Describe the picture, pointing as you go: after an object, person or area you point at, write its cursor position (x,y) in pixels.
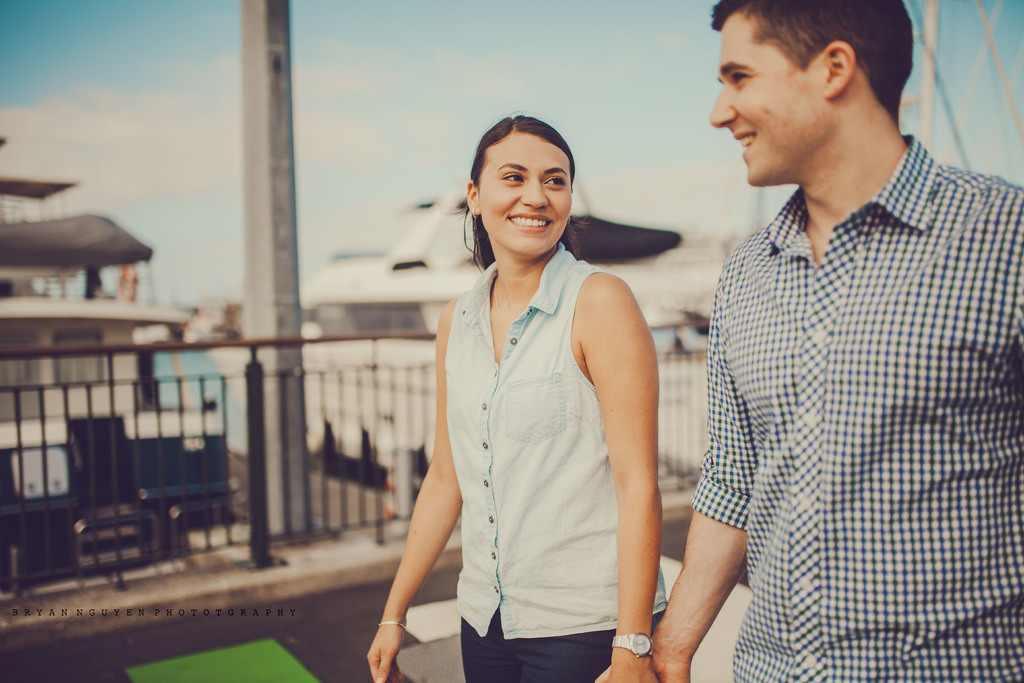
There are two people (752,568) holding hands (613,654) each other and smiling. In the background (282,278) it is blurry and we can see pole (290,263), ships (342,345), fence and sky (404,66) with clouds (425,141).
